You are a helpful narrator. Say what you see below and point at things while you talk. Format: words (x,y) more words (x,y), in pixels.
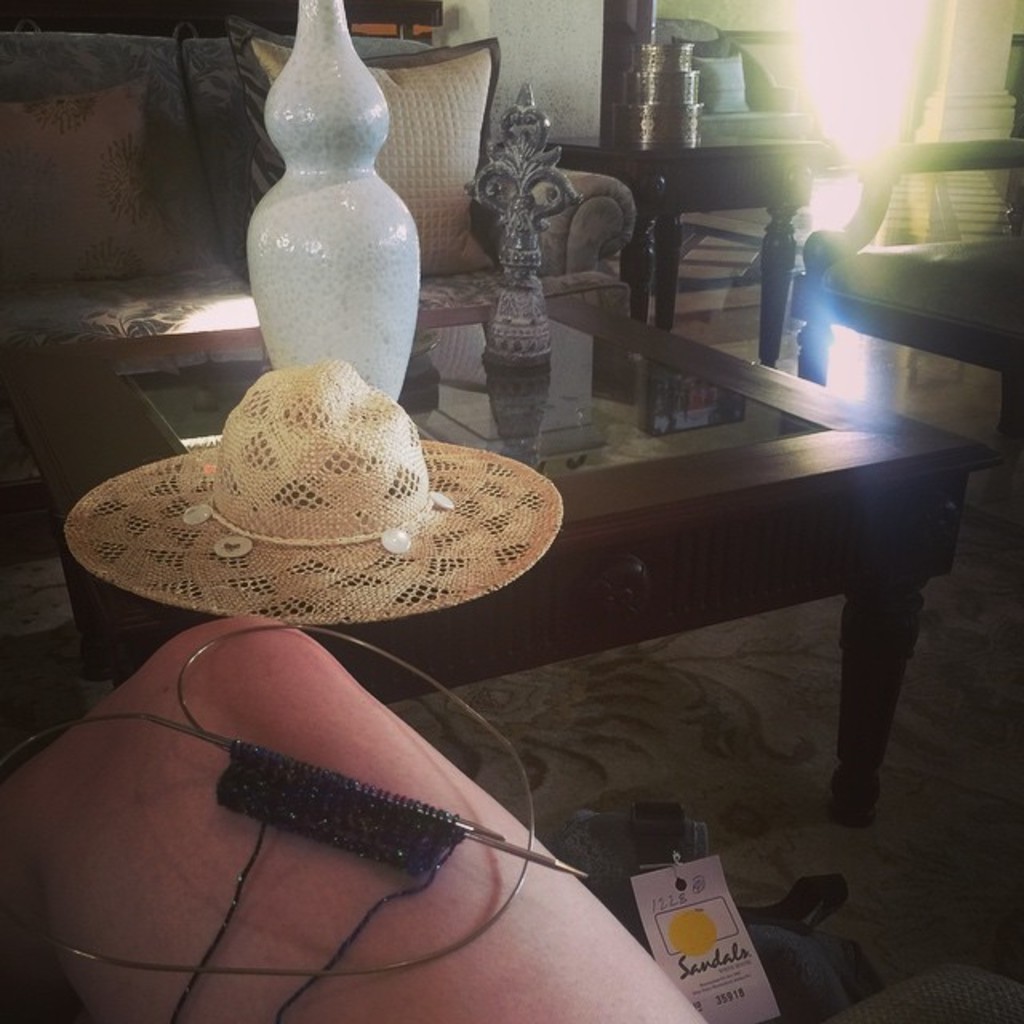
In the image we can see there are pillows (436,182) kept on the sofa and there is a vase (386,276) kept on the table (584,335). There is table (662,162) and chair (876,219) kept on the ground (1023,558) and there is a hat (386,555) kept on the table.
